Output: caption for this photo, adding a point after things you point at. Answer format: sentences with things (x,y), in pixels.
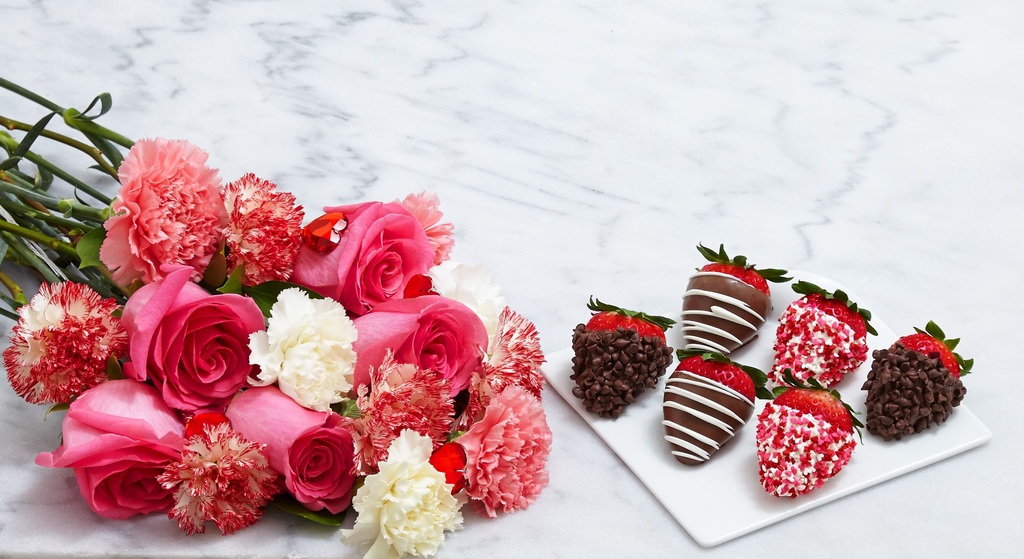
There are few roses (246,379) in the left corner (172,380) and there are few strawberries (842,402) which has something placed on it in the right corner (787,447).
